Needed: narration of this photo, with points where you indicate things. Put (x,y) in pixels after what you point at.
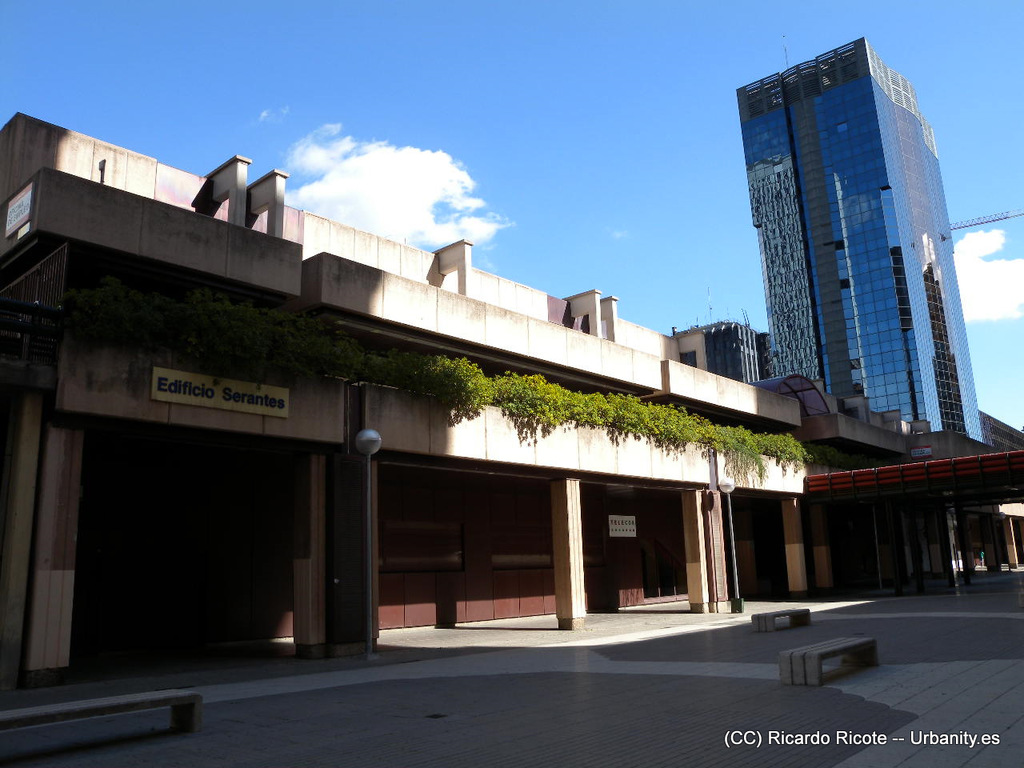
In this image there are some houses (461,468) and buildings (885,451), at the bottom (573,700) there is a floor (797,701), and in the center (435,380) there are some plants (449,385) and one board (227,388). On the top of the image (416,133) there is sky (718,219).
